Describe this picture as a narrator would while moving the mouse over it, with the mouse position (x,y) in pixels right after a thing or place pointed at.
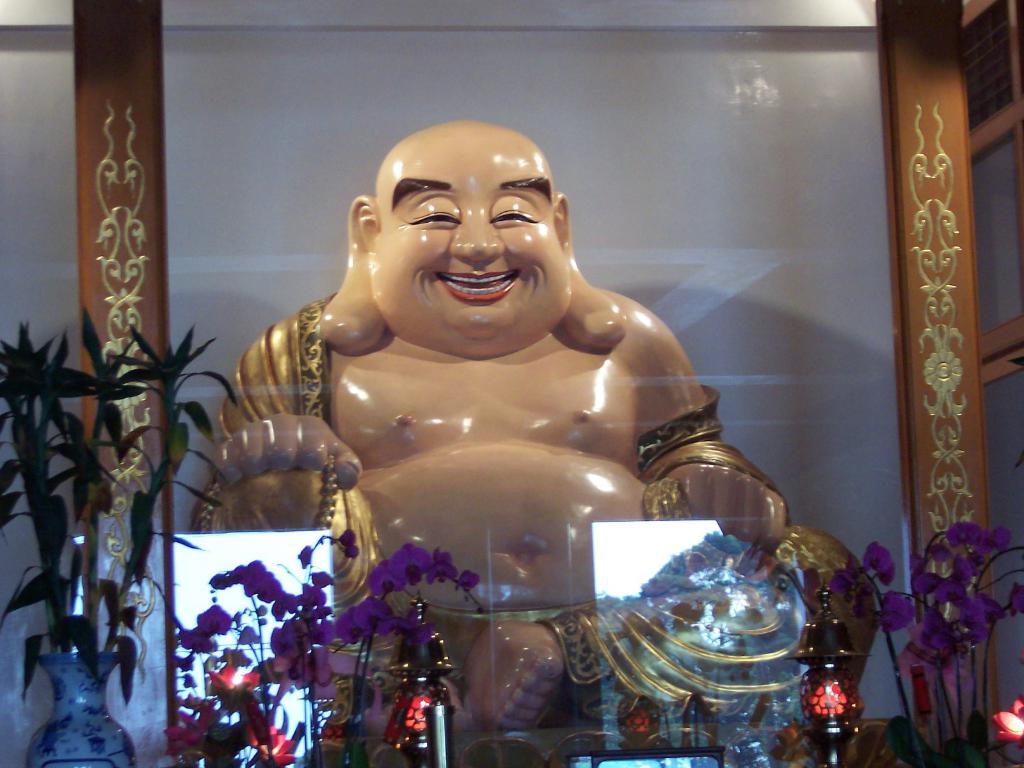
In this image we can see a statue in a transparent glass (718,262), beside that we can see artificial flowers (991,620) and plants (170,415). And we can see a few objects (841,713).
